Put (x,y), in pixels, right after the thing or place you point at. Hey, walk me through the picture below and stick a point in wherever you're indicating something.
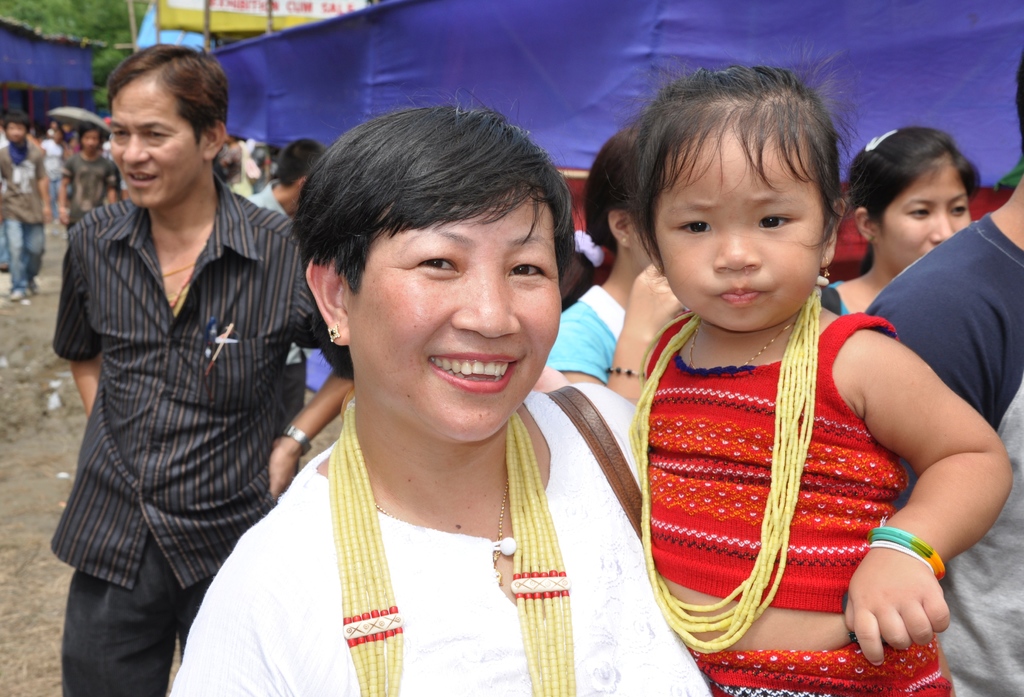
In this image I can see the group of people (467,202) with different color dresses (963,609). To the left (49,94) I can see the shed (26,90). And to the right (965,94) there is a blue color cloth (447,75). In the background (64,31) I can see the trees (117,35) and the board (181,13).
